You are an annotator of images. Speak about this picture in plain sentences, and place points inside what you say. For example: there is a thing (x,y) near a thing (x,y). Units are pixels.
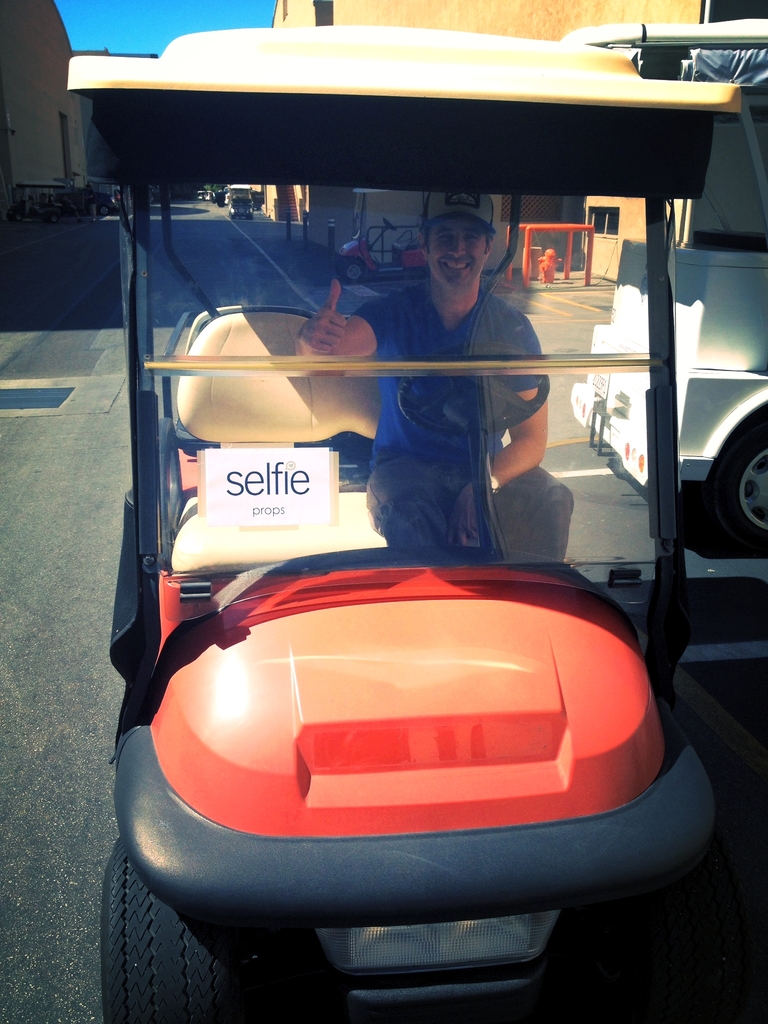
In this image I can see a man (405,428) is sitting in a vehicle (443,364). The man (461,247) is wearing a cap (445,208) and smiling. In the background (400,195) I can see a building (408,233) and some other objects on the ground (244,293). I can also see the sky (139,34) over here.
